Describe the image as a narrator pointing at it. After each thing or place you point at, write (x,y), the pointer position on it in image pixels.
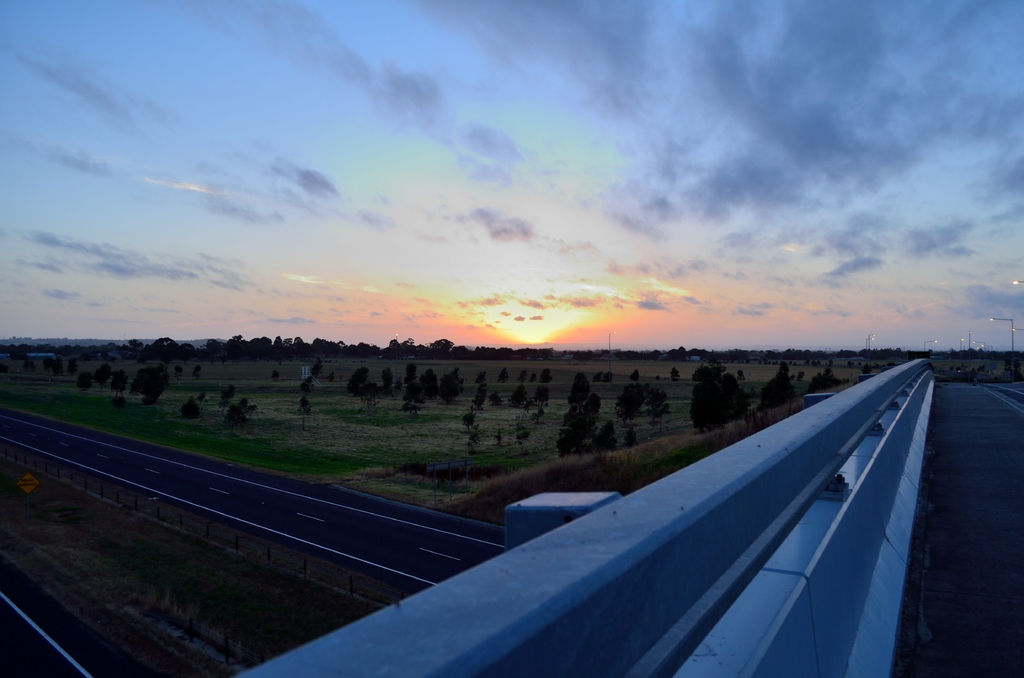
On the right side (953,435), there is a road (969,443) on the flyover (954,466) which is having a fence (867,498). On the left side (192,599), there is a divider (103,513). On both sides of the divider (240,587), there is a road (284,536). In the background (549,421), there are trees (722,381), plants (81,382) and grass (371,413) on the ground (371,413) and there are clouds (642,126) in the sky (281,141).
